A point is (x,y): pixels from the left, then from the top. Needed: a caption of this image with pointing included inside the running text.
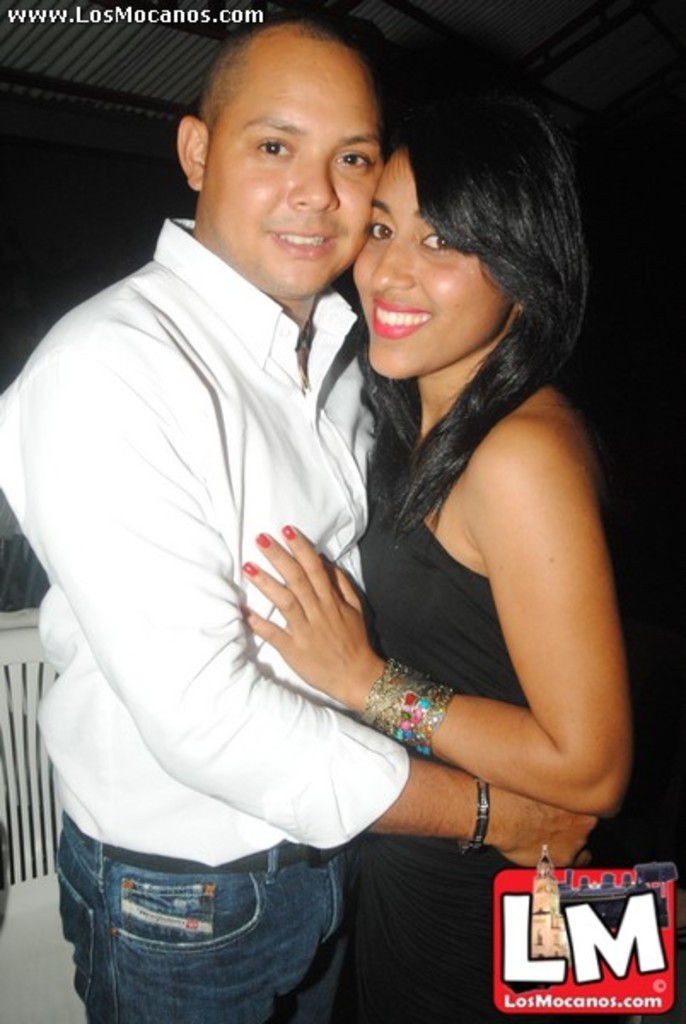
In this image there is a person (202,470) wearing a white shirt (201,583) is standing and hugging a woman (468,682). She is wearing black dress (469,589). Left side of the image (29,940) there is a chair (42,831). Right bottom there is a logo (535,937).
